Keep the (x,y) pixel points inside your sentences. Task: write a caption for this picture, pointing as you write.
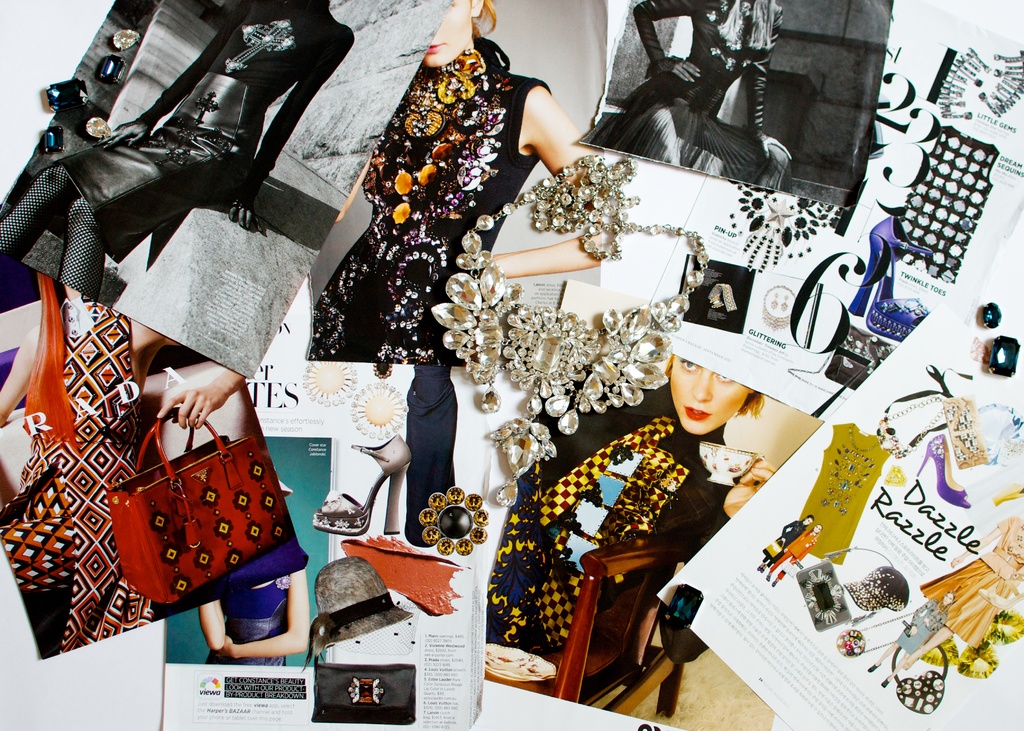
In this image we can see some posters (595,514) with images (435,505) and text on it, also we can see a necklace (614,365) on the posters (538,490).
